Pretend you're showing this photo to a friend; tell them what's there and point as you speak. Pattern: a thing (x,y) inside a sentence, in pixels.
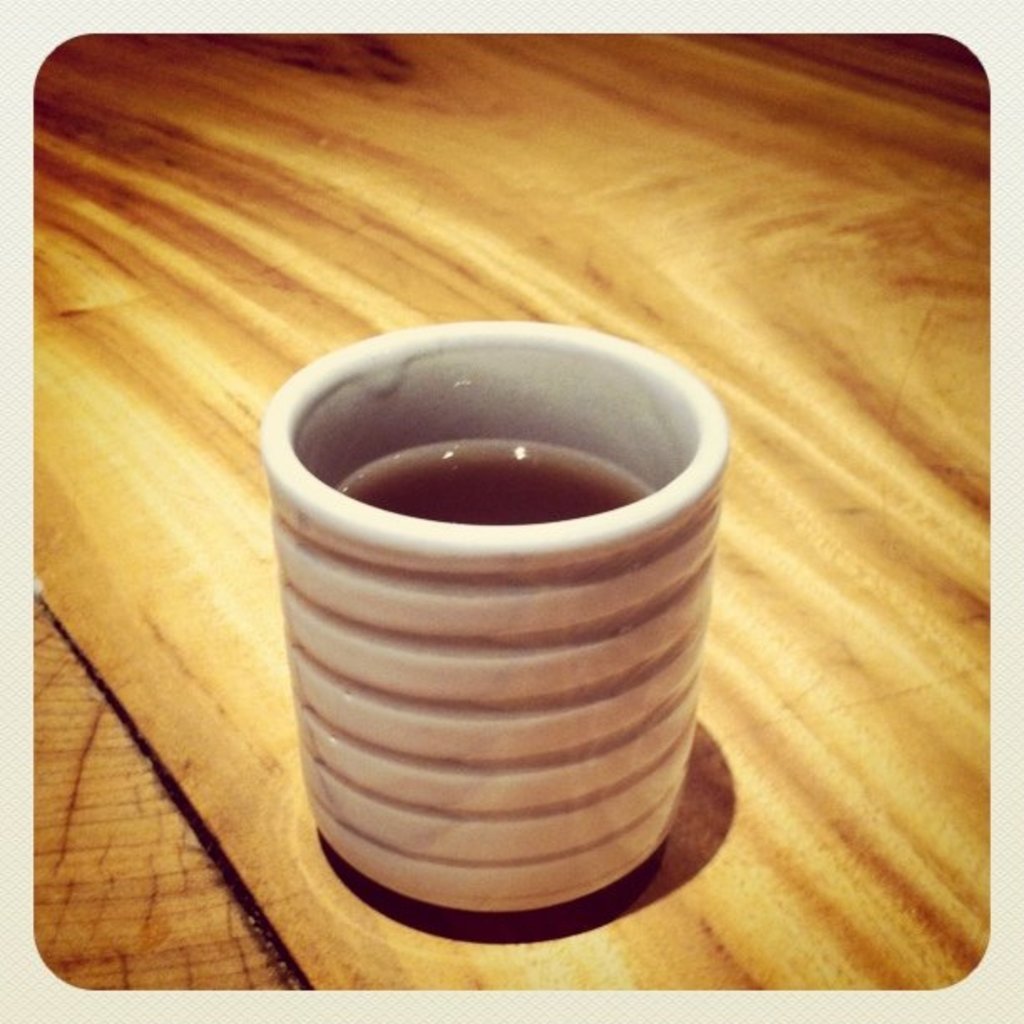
Here we can see a cup (321,520) with liquid (470,511) in it on a platform (942,452).
